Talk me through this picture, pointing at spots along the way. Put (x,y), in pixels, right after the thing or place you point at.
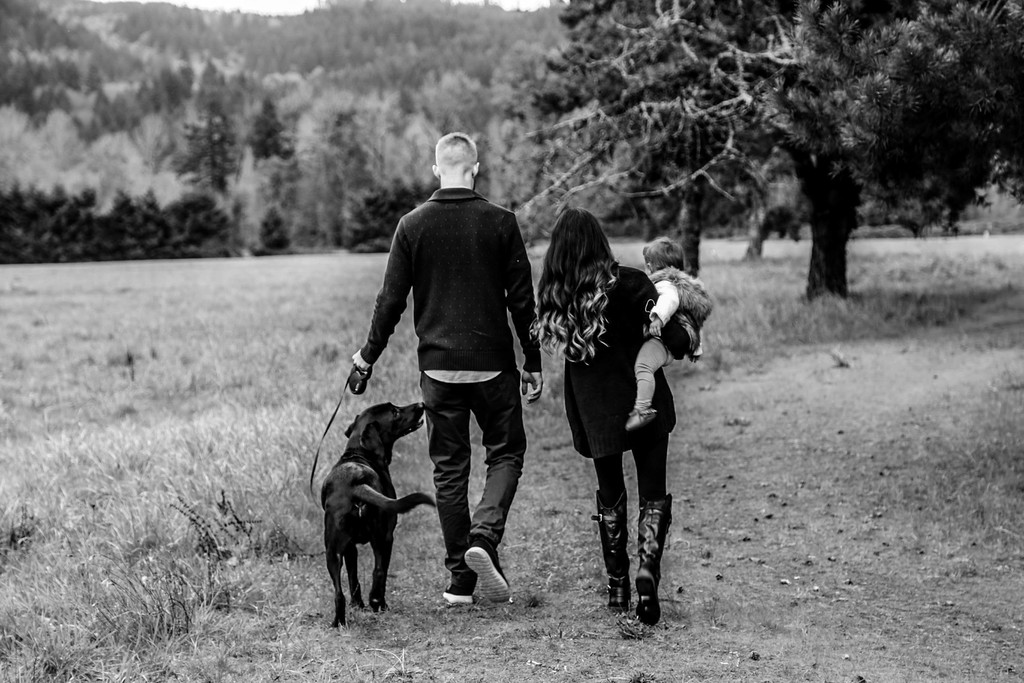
Here we can see two persons (597,336) were walking. And man (439,344) holding dog (338,503) and woman (660,370) holding her baby (684,321). Coming to the background (648,82) we can see trees (740,125) and grass (5,334).
